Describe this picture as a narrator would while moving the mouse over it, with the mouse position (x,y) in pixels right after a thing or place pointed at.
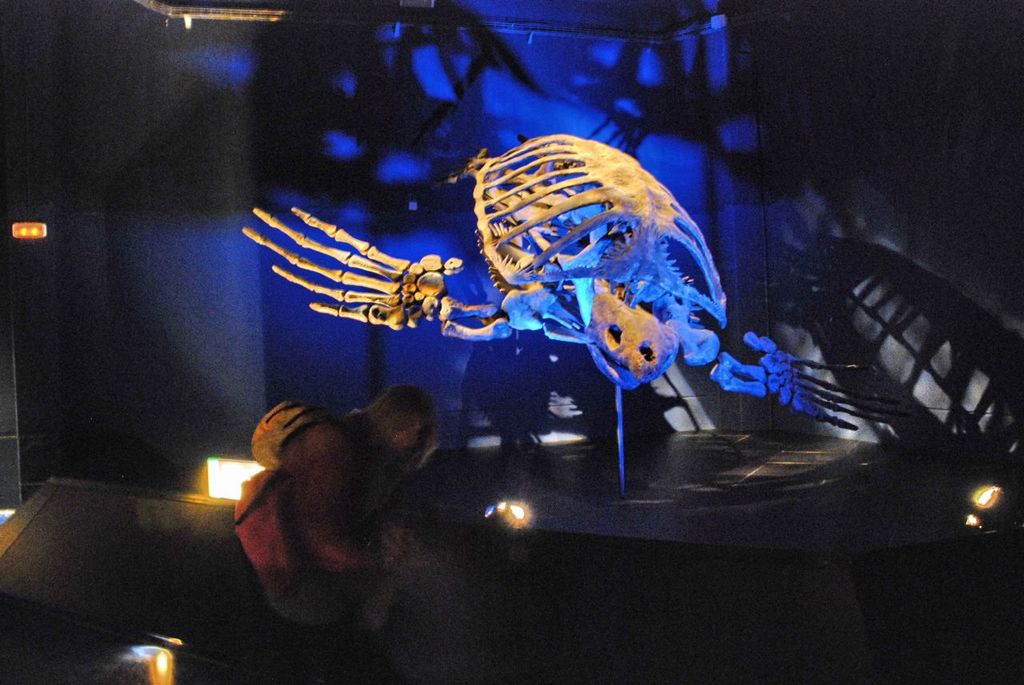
In this picture I can see a skeleton of animal (583,197) and a human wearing a backpack (308,414). I can see few lights (995,491) and a wall (876,128) in the background (711,196).
